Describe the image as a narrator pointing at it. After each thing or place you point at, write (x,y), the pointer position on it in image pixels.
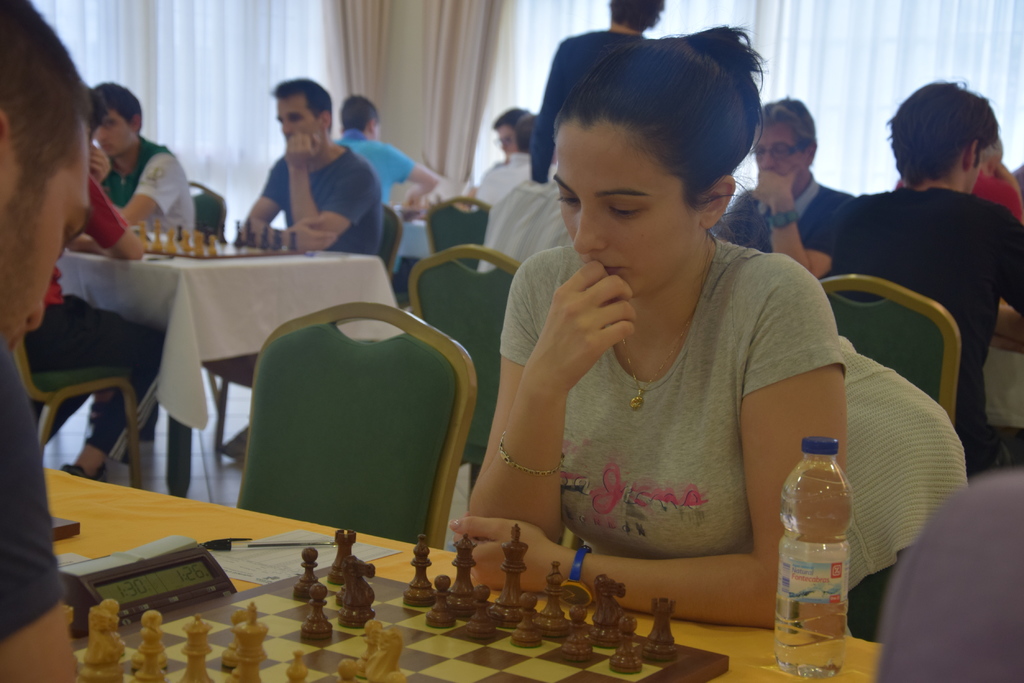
This is a picture taken in a room (199,128), there are a group of people (993,230) sitting on a chair (337,382) and playing the chess game in front of the people (555,204) there is a table (119,496) on the table (137,511) there is a chess board (456,635) and chess coins (444,626) and bottle (835,577). Background of this people (693,593) there are curtains (335,48) which is in white color.
